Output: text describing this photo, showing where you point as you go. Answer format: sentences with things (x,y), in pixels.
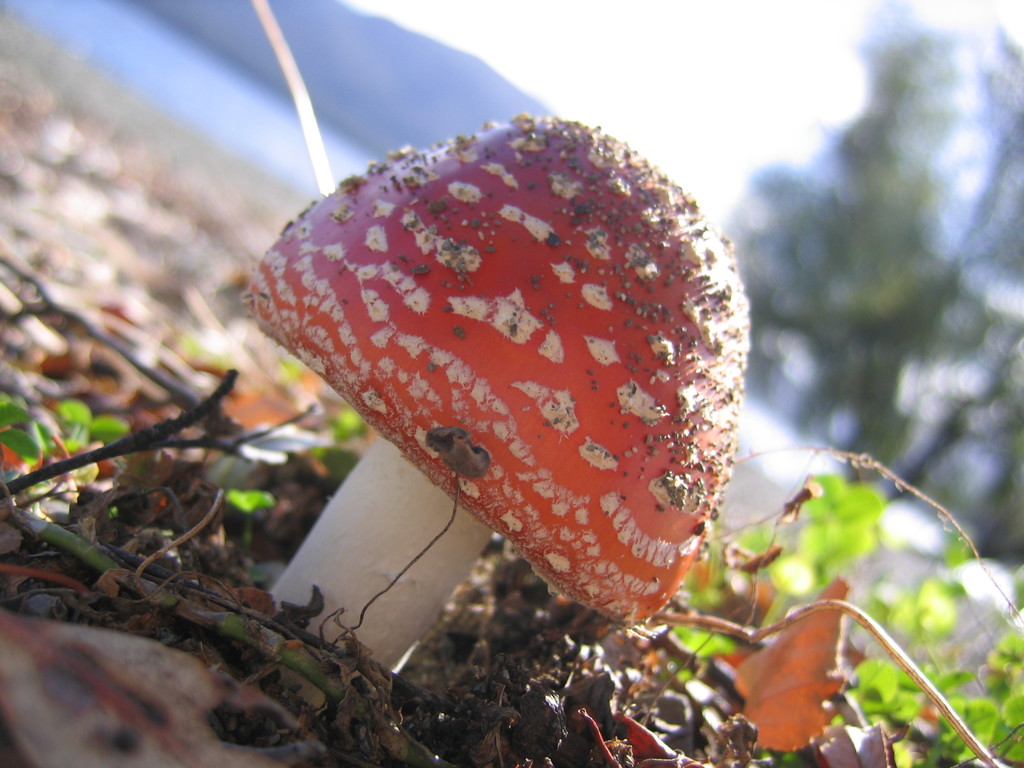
In this image we can see a mushroom (626,543), stems (417,765), and leaves (981,701) on the ground (335,478). There is a blur background (776,12). We can see mountain (381,84), trees (871,215), and sky (551,52).
